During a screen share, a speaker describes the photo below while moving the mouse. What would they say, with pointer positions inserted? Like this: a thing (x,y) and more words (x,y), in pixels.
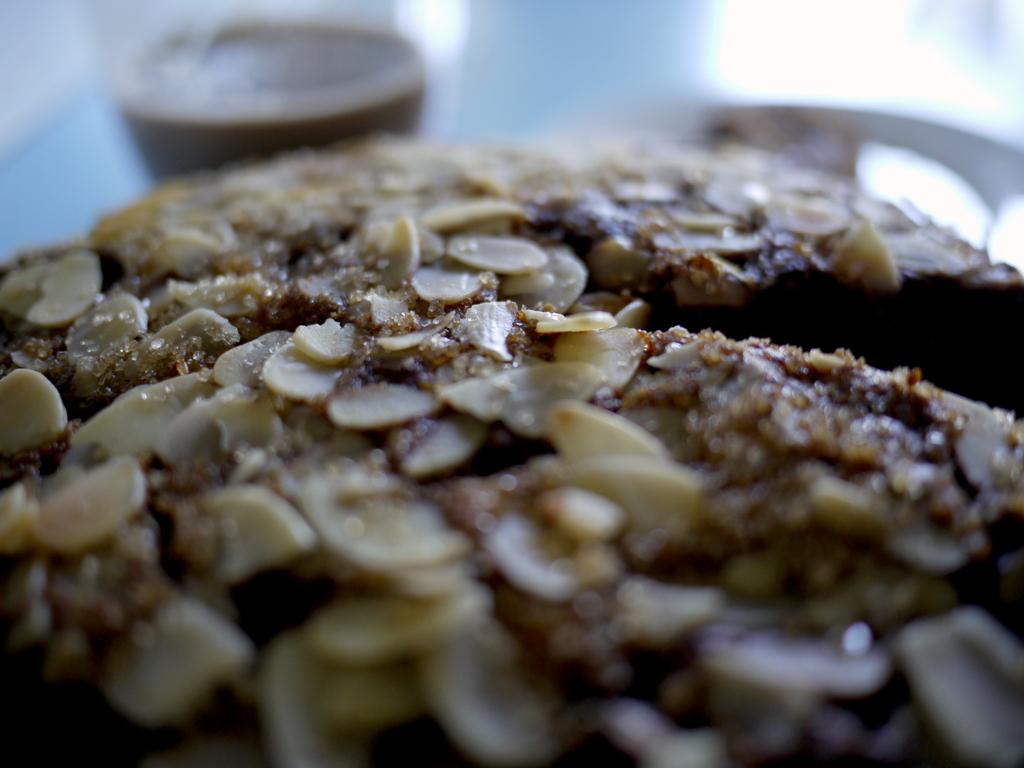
In this picture, we can see some food item (477,286) and the blurred background (409,19).
